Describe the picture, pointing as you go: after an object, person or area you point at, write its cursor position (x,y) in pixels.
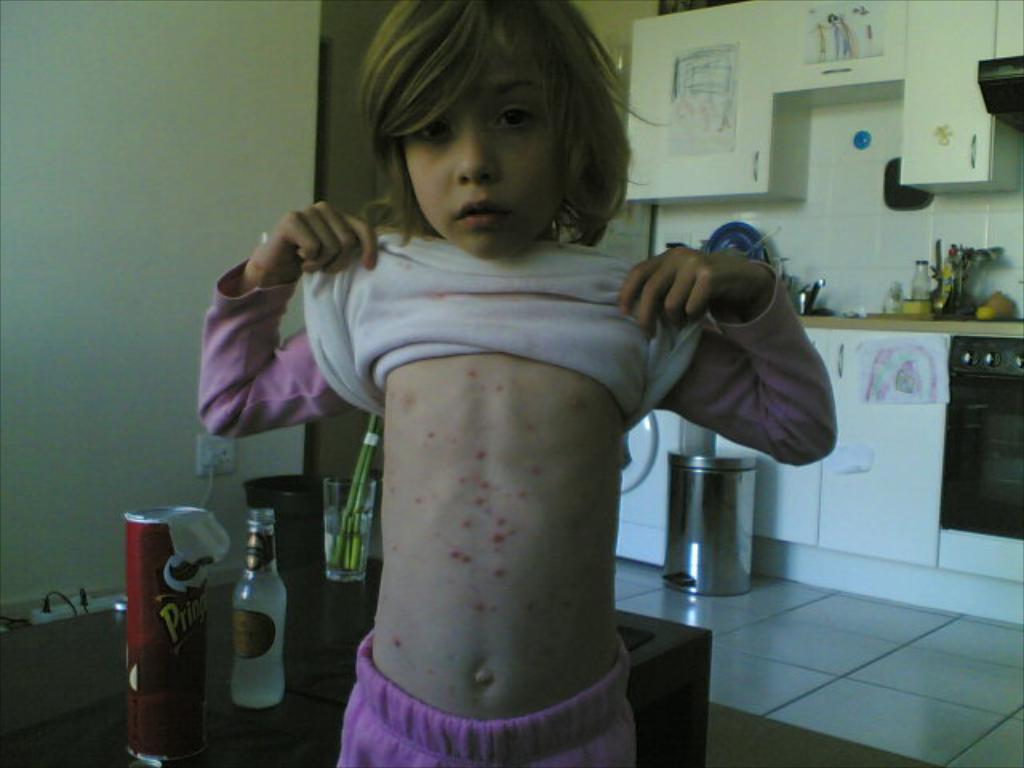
In this picture there is a person (537,266) standing and holding the dress (387,371). On the left side of the image (159,749) there is a box (157,752), bottle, glass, switch board (109,599) on the table (210,652). On the right side of the image (941,292) there is a sink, bottle (926,289) and utensils (941,279) on the desk (835,319), at the bottom of the desk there is a cupboard (858,535) and there is a micro oven (973,456). At the top (863,11) there are cupboards (764,112) and there are posters (820,13) on the cupboards (759,39). At the bottom (720,764) there is a dustbin (692,523) and mat (790,754).
